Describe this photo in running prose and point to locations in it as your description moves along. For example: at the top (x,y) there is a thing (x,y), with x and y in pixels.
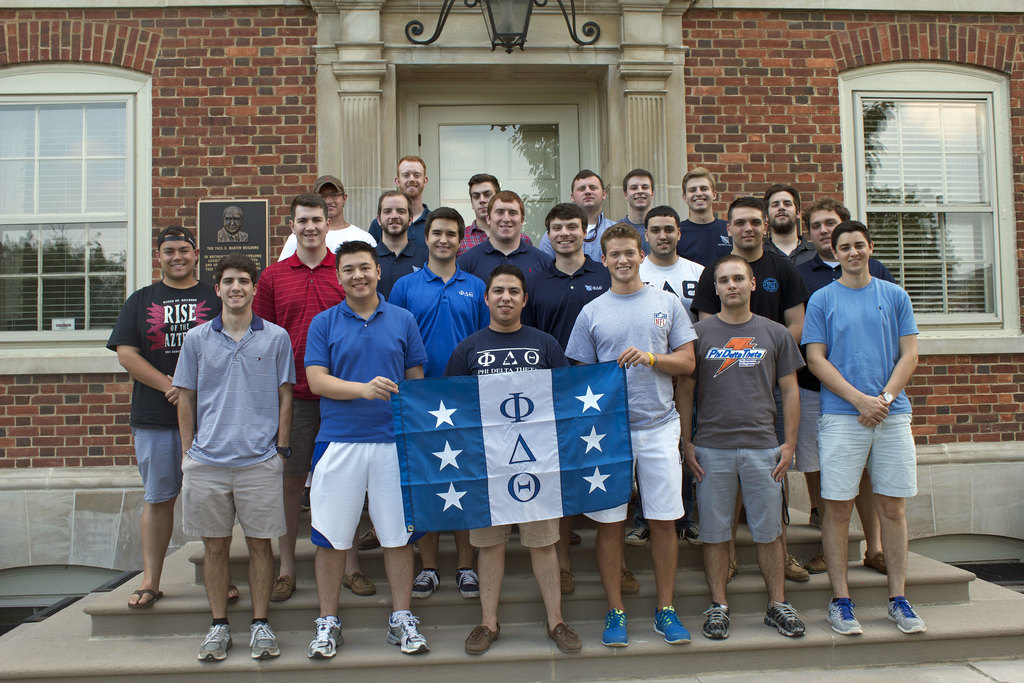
In this picture I can see a number of people (418,336) standing on the staircase (383,607). I can see the flag (457,469). I can see the building (440,148) in the background (438,145). I can see glass windows (78,191).
